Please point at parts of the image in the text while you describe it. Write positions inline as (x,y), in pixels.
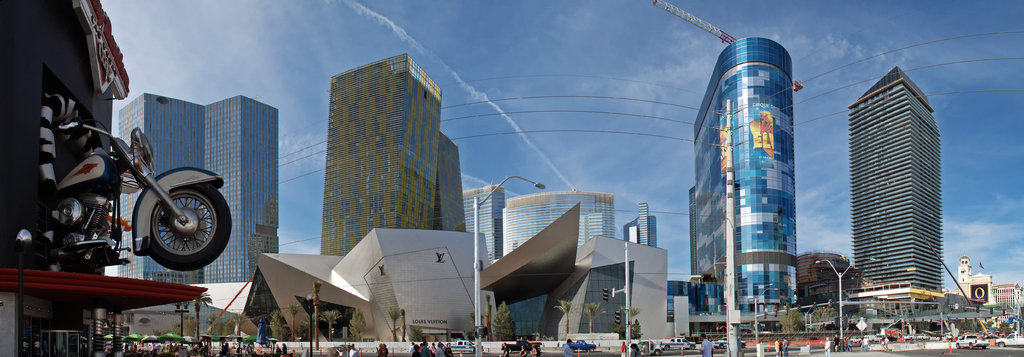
Sky (694,81) is cloudy. Buildings (896,207) with glass windows (269,157). Here we can see light pole (478,297), people (421,353), vehicles (651,346) and trees (796,322). This is a motorbike (177,247).
